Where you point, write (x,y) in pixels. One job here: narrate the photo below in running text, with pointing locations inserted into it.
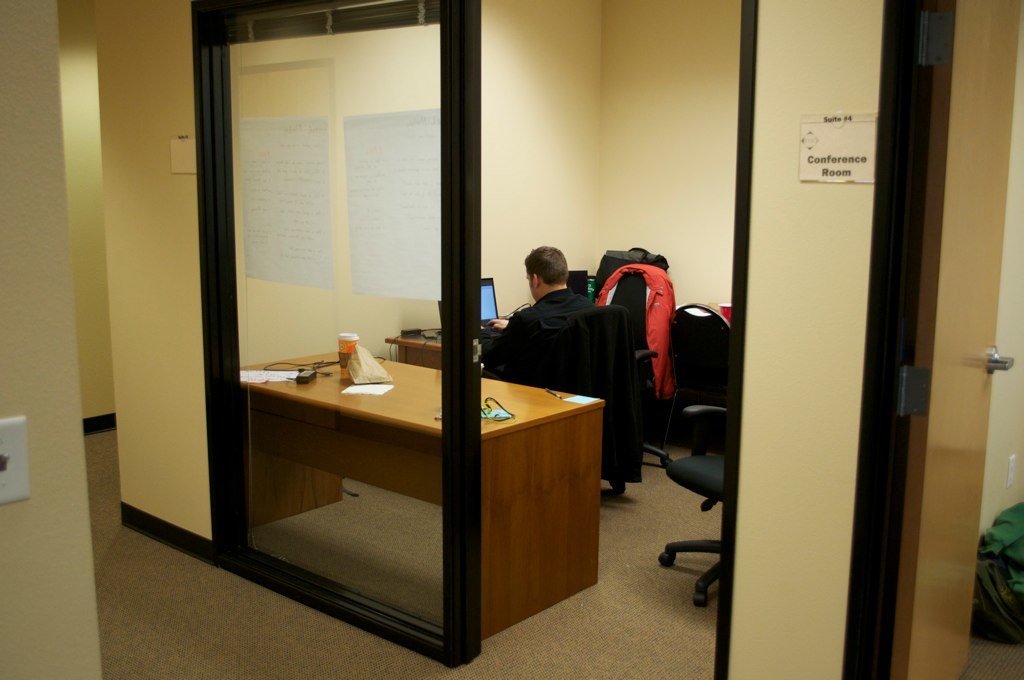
Here we can see a guy (544,312) sitting on a chair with a system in front of him, there is a table (499,397) beside him, here on the wall (830,232) there is a paper (804,174) written conference room, so basically this is a conference room (416,270).
